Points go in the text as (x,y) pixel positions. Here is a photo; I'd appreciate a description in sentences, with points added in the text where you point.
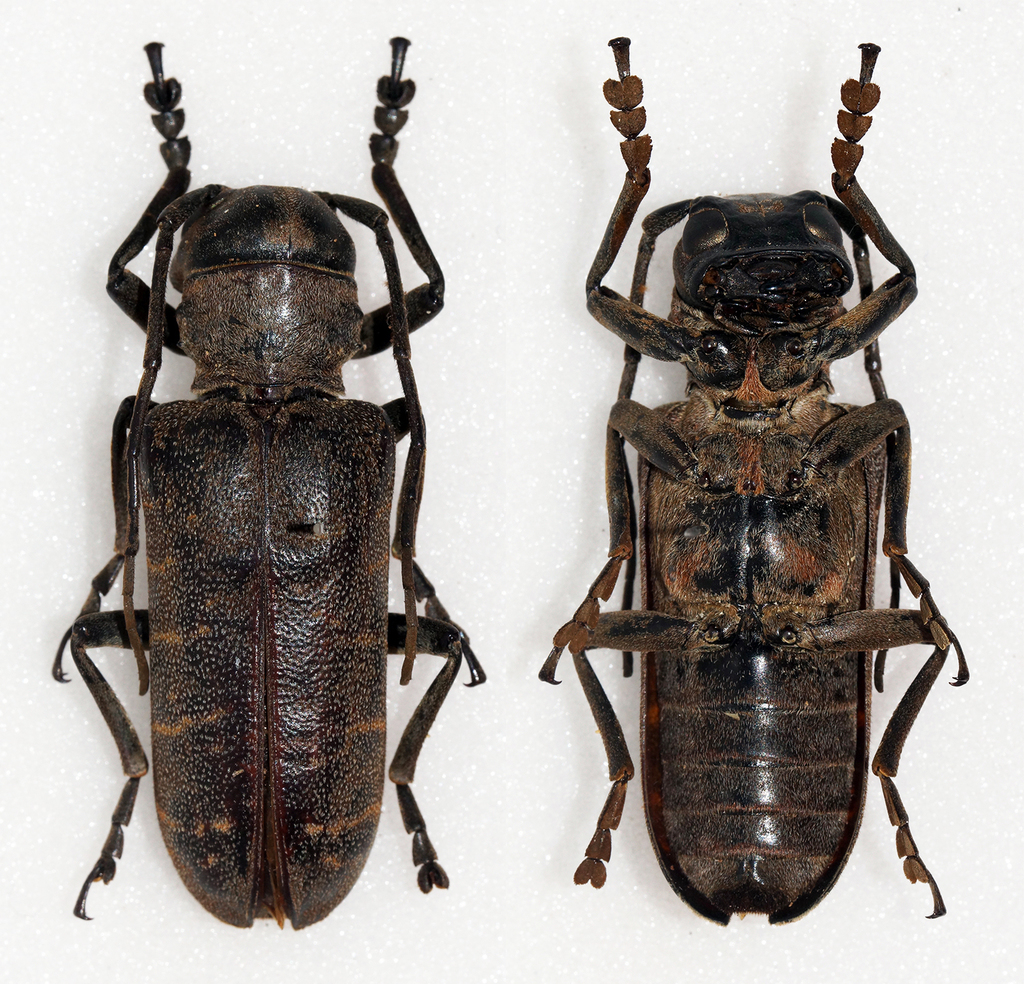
In this image in the center (343,514) there are two dead beetles (358,641).
